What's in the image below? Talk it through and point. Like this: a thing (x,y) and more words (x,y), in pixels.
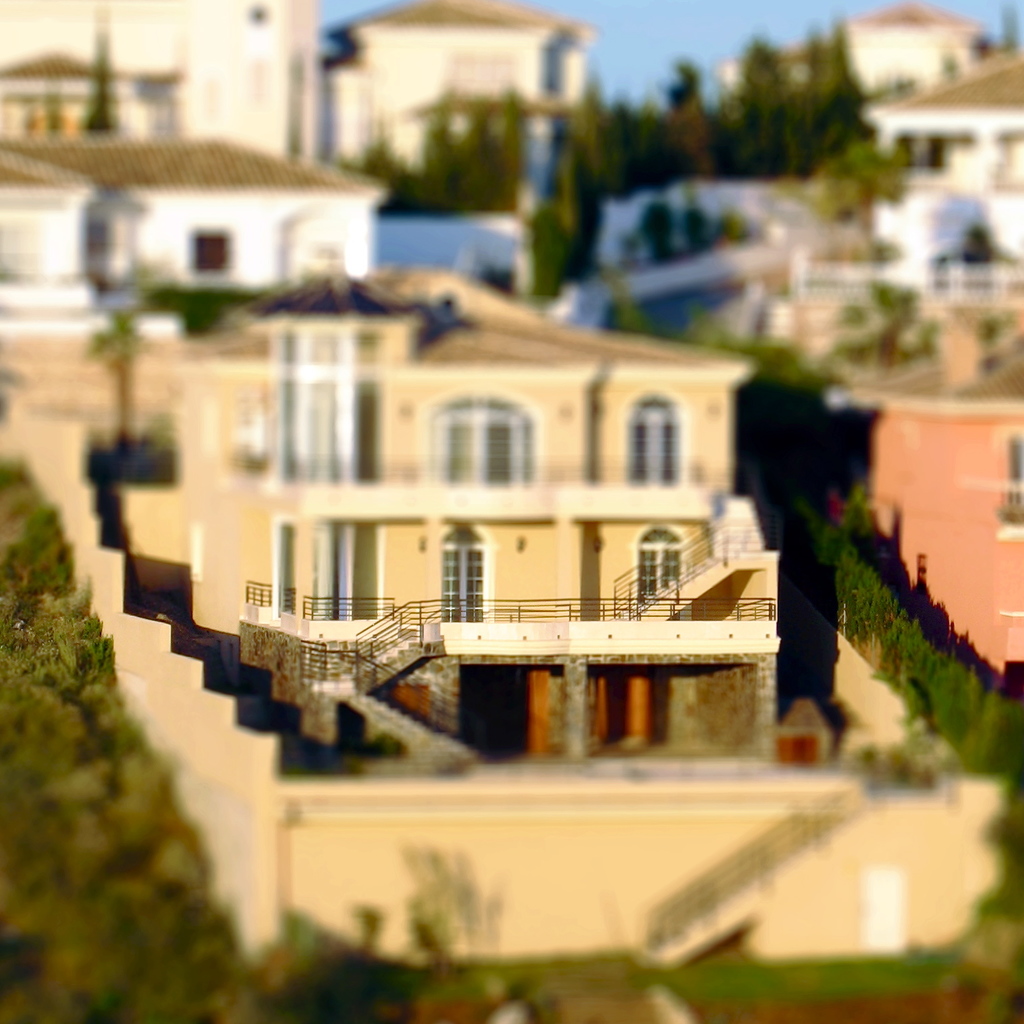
In this picture we can observe buildings (397,414). There are trees (775,429) in between these buildings (319,456). In the background (678,56) there is a sky (641,22).
